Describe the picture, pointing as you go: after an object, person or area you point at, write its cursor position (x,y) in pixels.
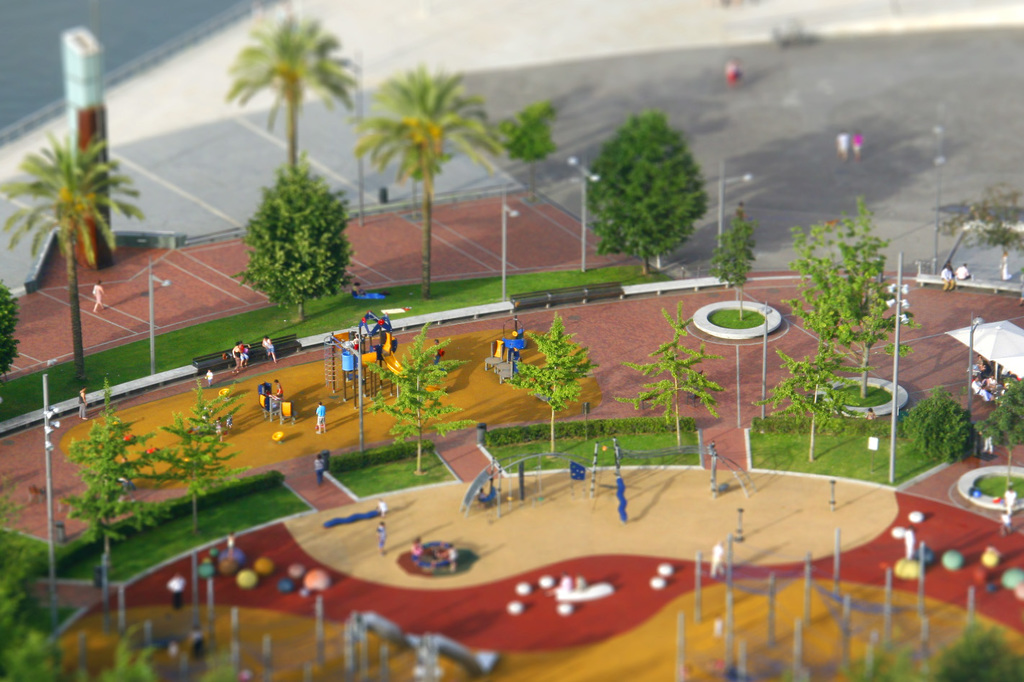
In this image I see the miniature set (503,159) and I see the play ground (518,459) and I see number of people (964,266) and I see the green grass (117,564), bushes (350,457) and the trees (280,58) and I see few poles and I see the path (397,21) and the road (882,170).
